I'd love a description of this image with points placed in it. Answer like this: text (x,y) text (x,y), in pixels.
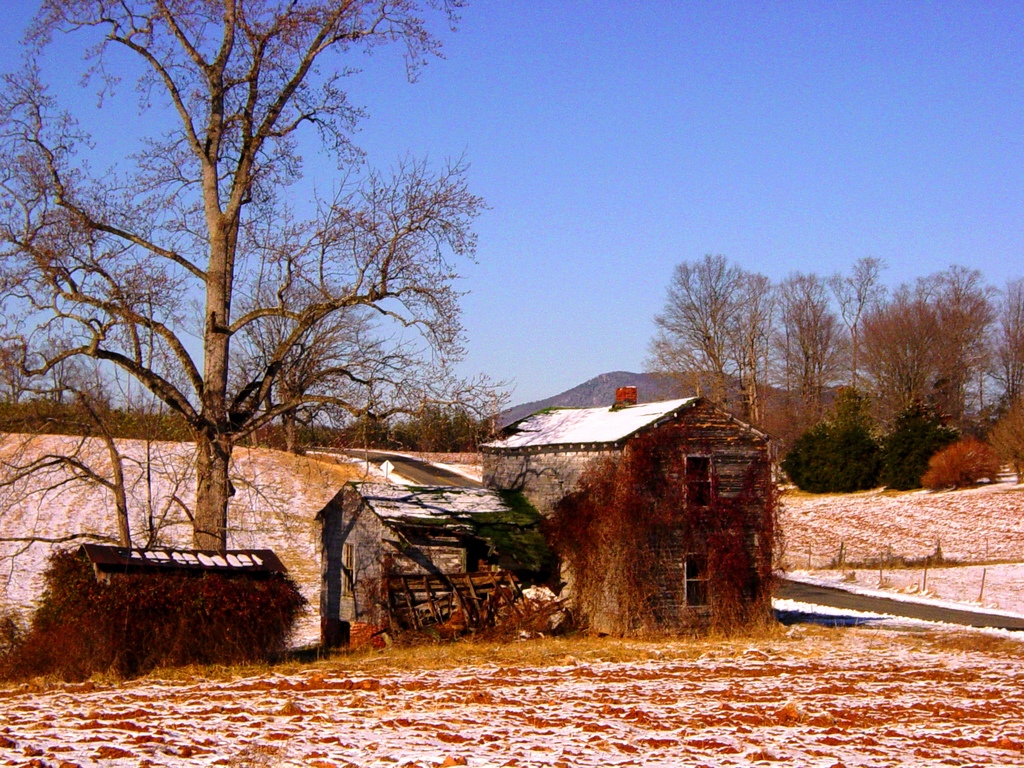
In this picture we can see houses (447,536), road (382,457), grass (654,636) and trees (366,446). In the background of the image (774,217) we can see hill (780,388) and sky (770,230).
